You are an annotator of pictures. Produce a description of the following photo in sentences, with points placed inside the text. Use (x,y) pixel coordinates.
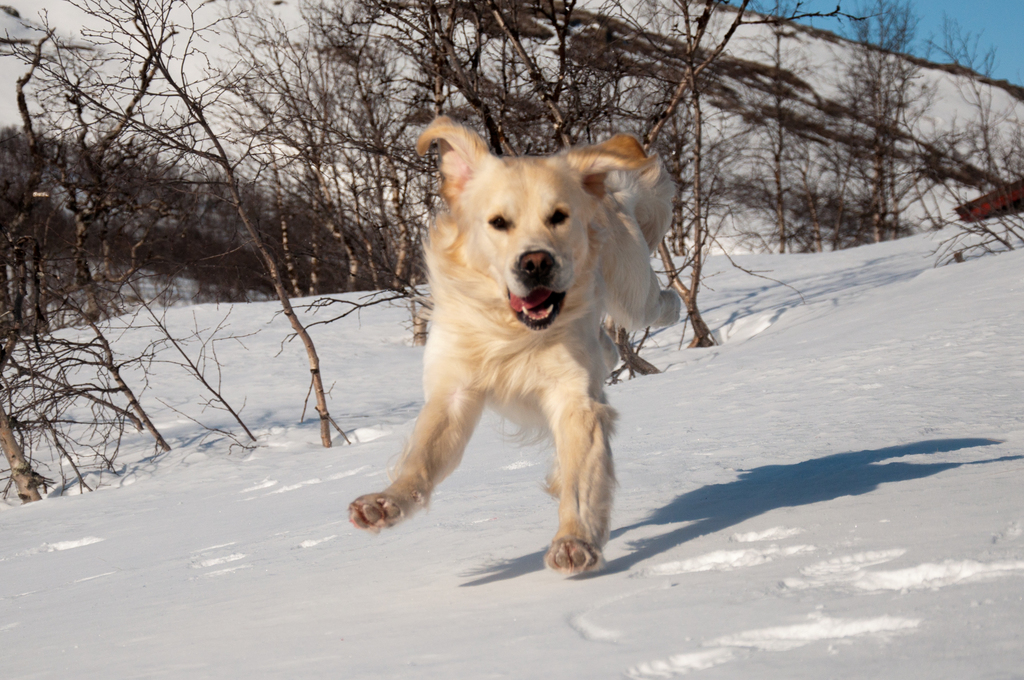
In this image we can see an animal (565,310). And we can see the snow (344,349). And we can see the hill (443,92), dried trees (659,87) and the sky (938,35).
